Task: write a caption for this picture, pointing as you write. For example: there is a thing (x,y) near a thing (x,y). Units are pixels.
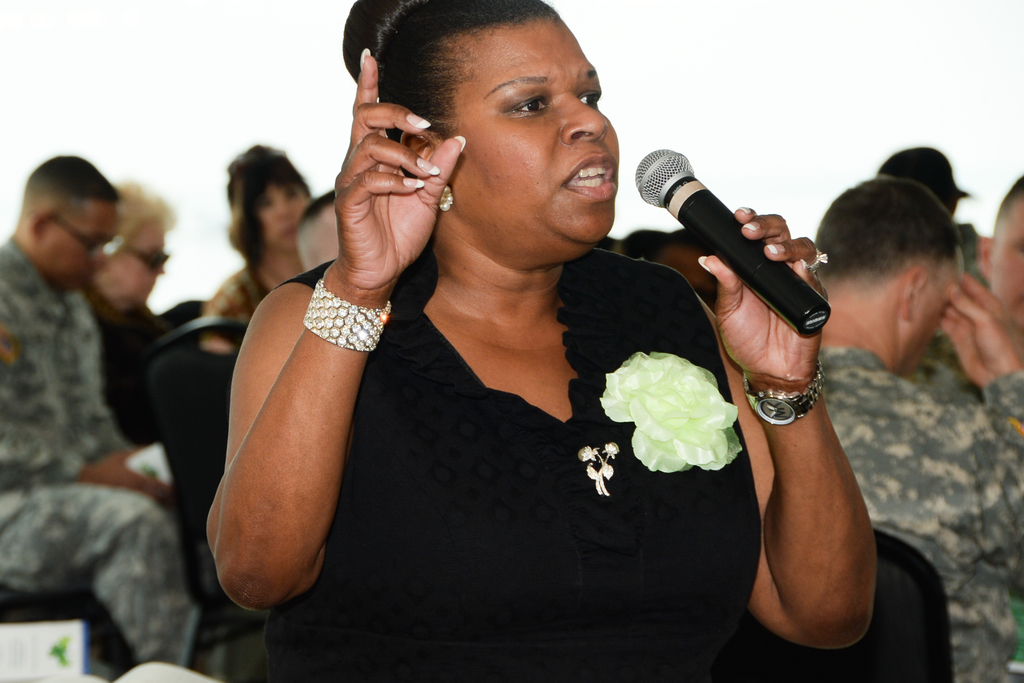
In this picture a lady (507,465) is standing. And she is holding a mike (719,253) on her left hand (753,322) and she is talking. To her left hand (817,288) there is watch (774,410), to her middle finger (814,270) there is stone ring (817,266). And to her right hand (336,352) there is a stone bangle (353,319). To her Right hand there is man (62,382) sitting with the uniform (80,466), Behind her there are two ladies (239,250) sitting. And to her left hand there is man (887,437) sitting on the black chair (941,602).
